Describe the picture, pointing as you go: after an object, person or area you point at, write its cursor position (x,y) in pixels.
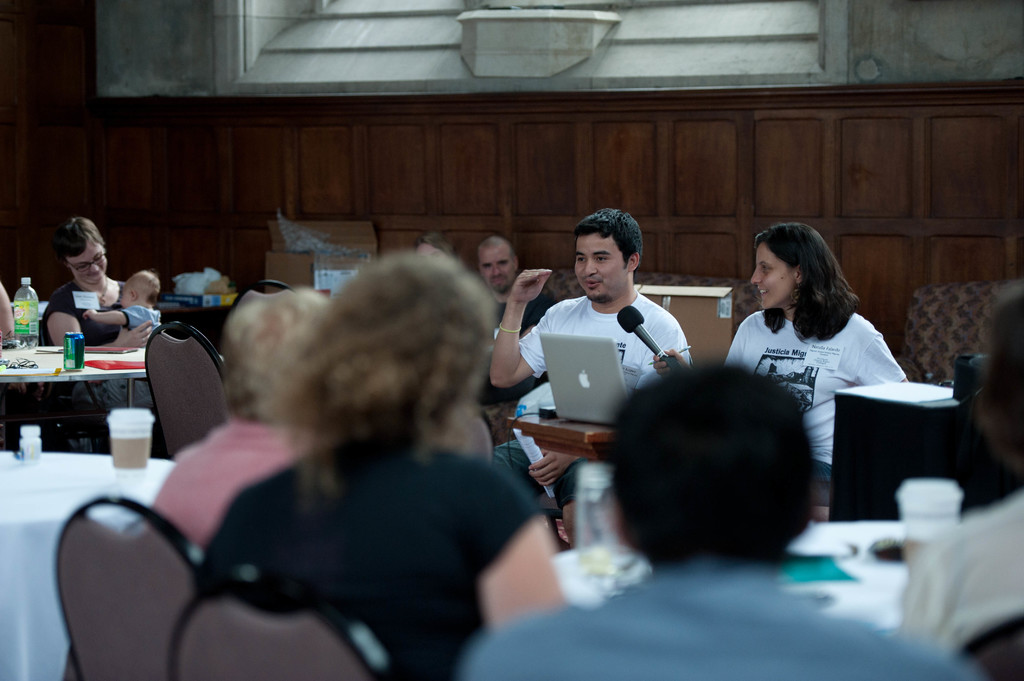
In this picture we can see a group of people (59,337) sitting on chairs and in front of them on table (54,355) we have glasses (122,421), tin (78,341), bottles (18,297), papers (126,364), laptop (570,395) and in middle (665,364) we can see woman (768,254) holding mic (646,340) in her hand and smiling beside to her man (615,288) talking and in background (343,175) we can see wall (462,175).
